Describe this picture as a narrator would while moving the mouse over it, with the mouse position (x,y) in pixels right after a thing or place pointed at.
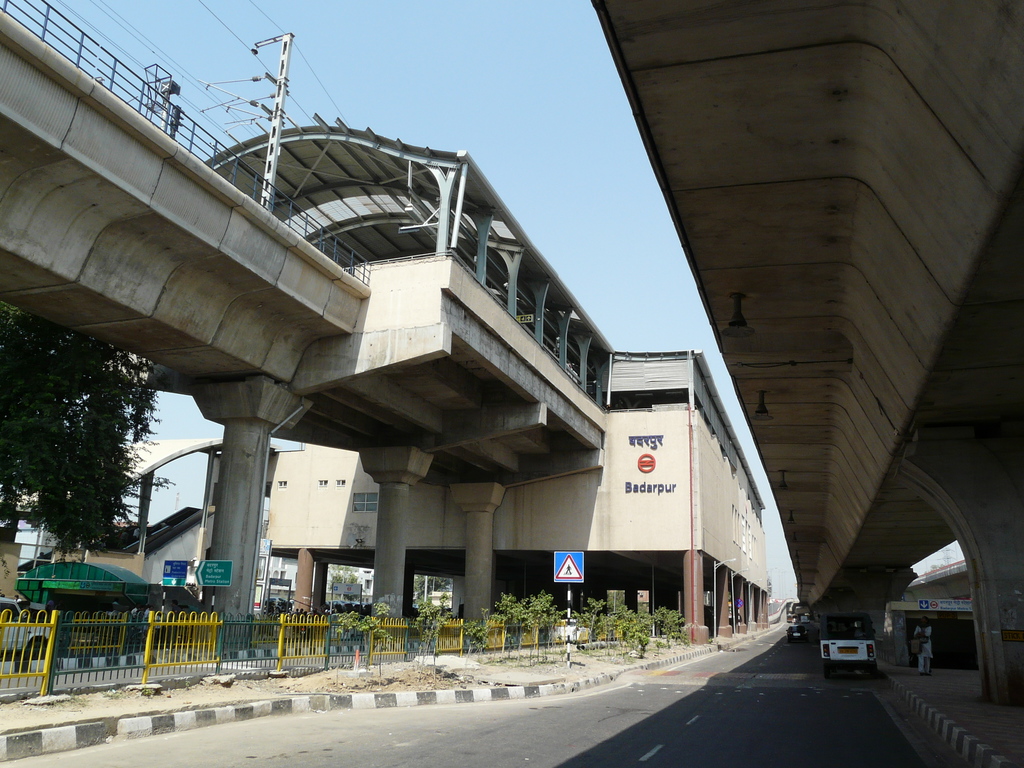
In this image there is a building (639,460) having a bridge (134,246). Right side (897,116) there is a flyover (931,412). Few vehicles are on the road (797,646). Left side (49,649) there is a fence (530,631) on the pavement (332,678). There are few plants (546,625). There is a board (567,572) attached to the pole (568,643) which is on the pavement (533,673). Behind the fence (199,618) there are few vehicles (43,615) on the road (81,641). Left side there is a tree (36,469). Background (516,112) there is sky (527,75). A person (925,663) is standing at the right side of the image (926,643).
